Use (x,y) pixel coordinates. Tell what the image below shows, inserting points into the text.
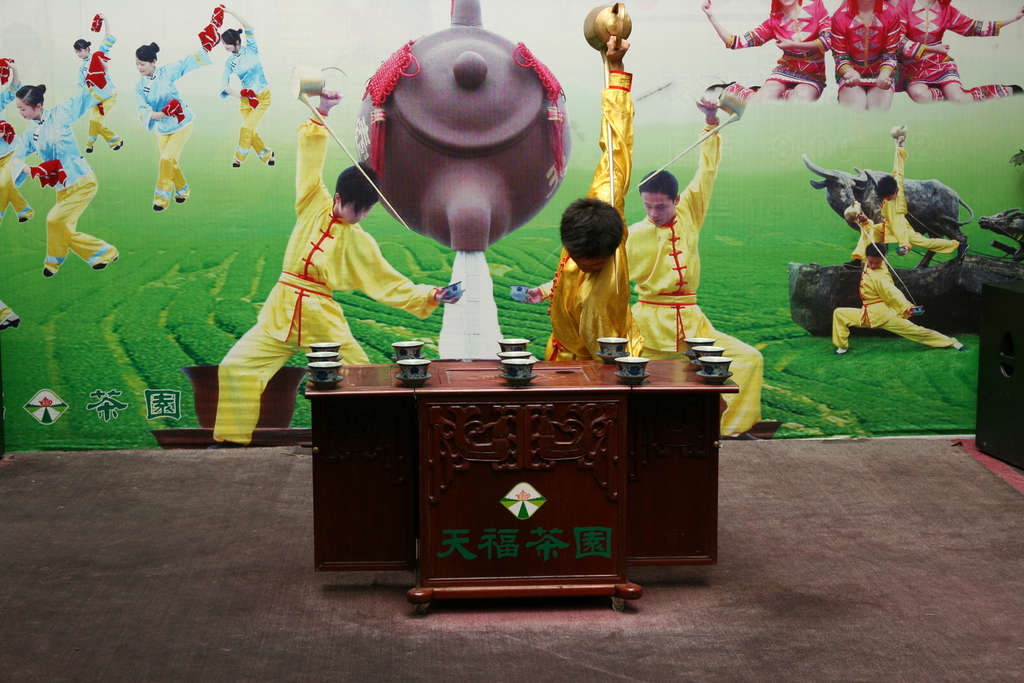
There is a painting (317,275) on the wall (456,252) that there are some people (653,255) doing some activities with a teapots (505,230) in their hands (438,299). There is a table (361,437) on which some cups (313,355) were placed. The table (372,446) is placed on the floor (372,591).
